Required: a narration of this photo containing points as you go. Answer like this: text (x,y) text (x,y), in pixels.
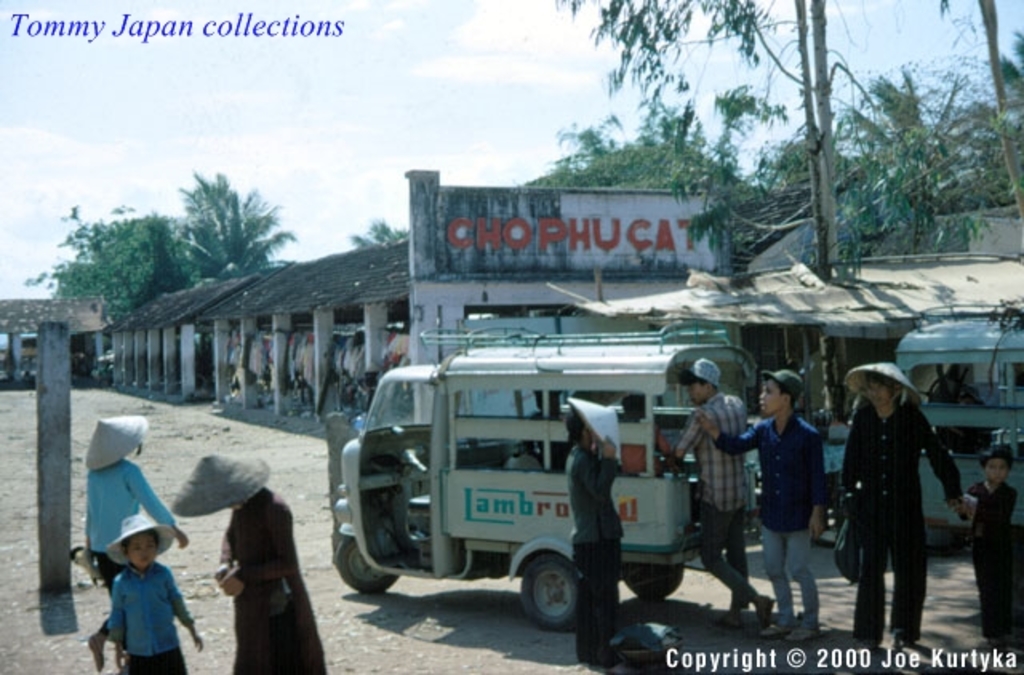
In this image, we can see persons (864,573) and kids (161,603) wearing clothes (901,566). There are vehicles (900,353) on the road (566,629). There are some trees (208,249) and shelters (319,337) in the middle of the image (426,261). There is a sky (441,98) at the top of the image (444,94).
